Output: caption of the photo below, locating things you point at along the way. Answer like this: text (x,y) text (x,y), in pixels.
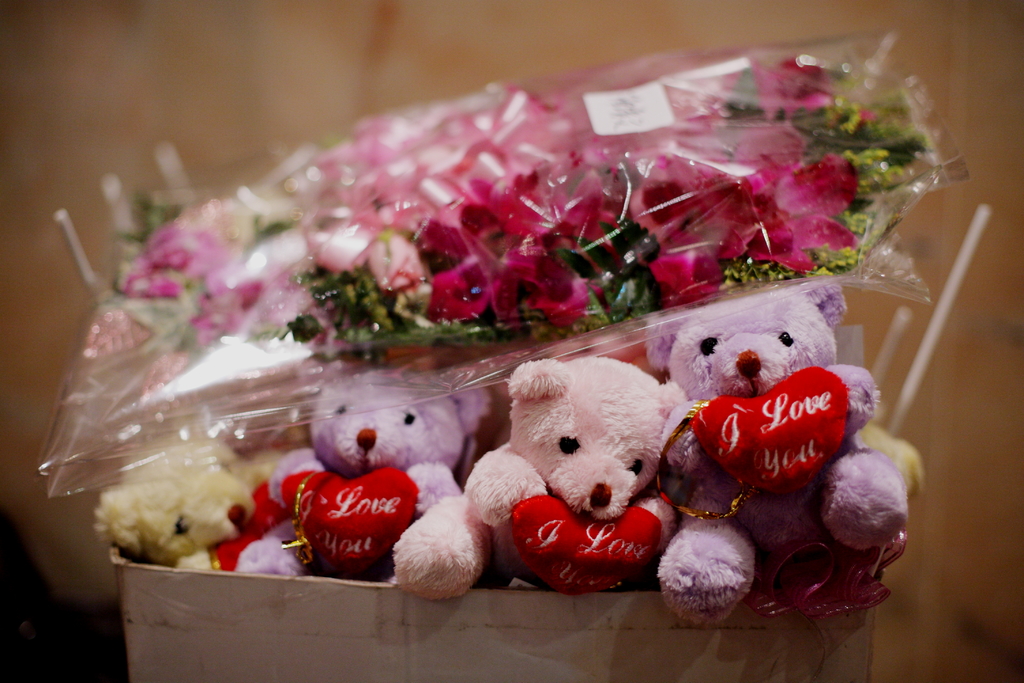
In this picture, it looks like a cardboard box (357,622). In the box (389,619) there are teddies (431,472) and on the teddies (677,399) there is a flower bouquet (196,345). Behind the flower bouquet (279,334), there is the blurred background (982,504).
